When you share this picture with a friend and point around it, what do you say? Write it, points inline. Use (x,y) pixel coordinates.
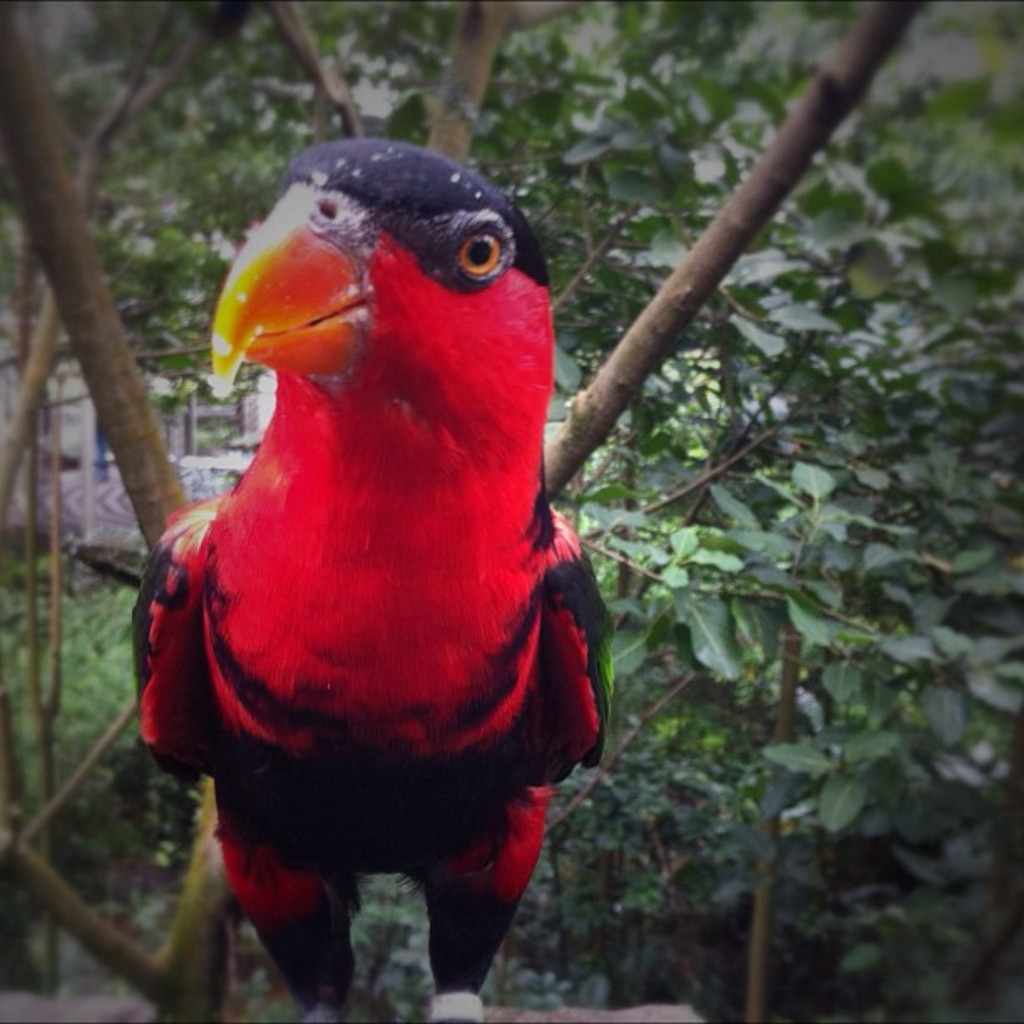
In this image in the center (396,429) there is one bird (349,483), and in the background (731,636) there are some trees (756,573).
